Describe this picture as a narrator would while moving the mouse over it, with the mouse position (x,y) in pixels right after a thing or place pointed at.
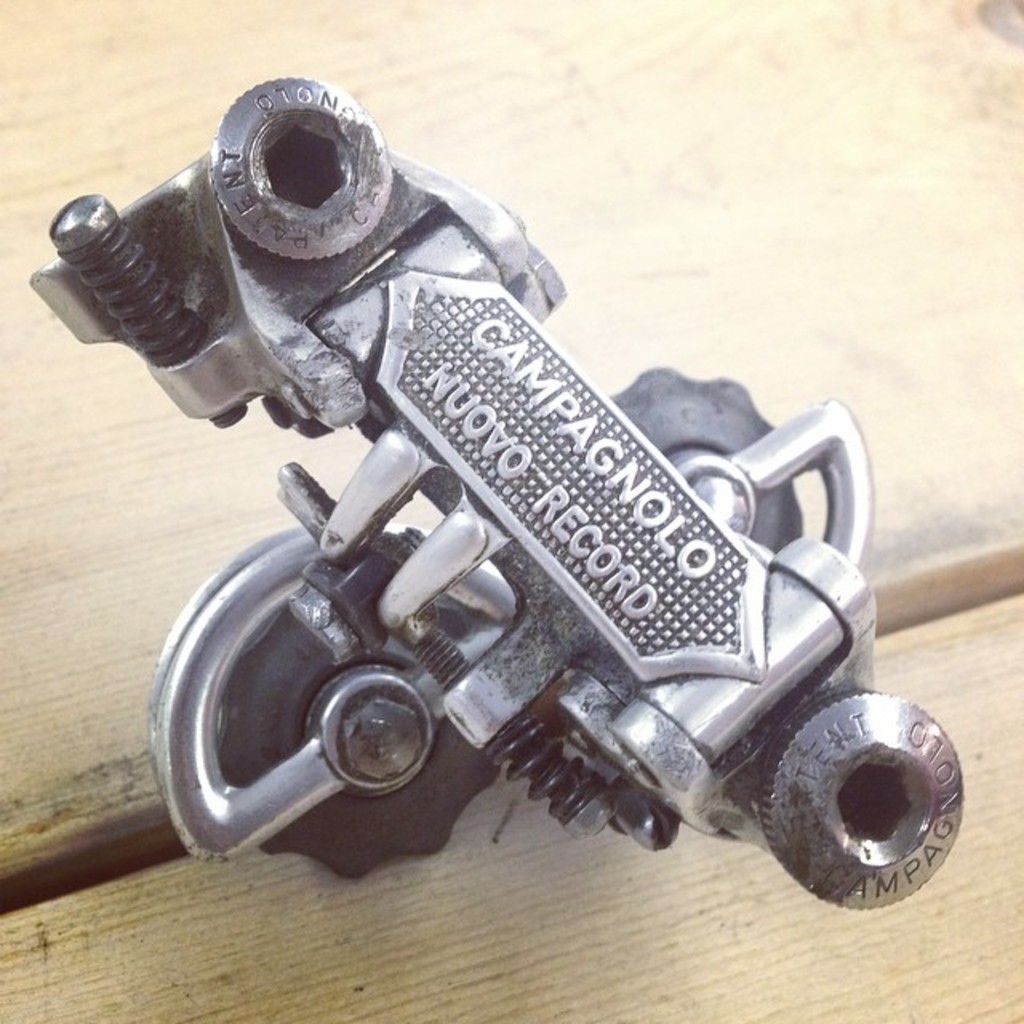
In this image there is a metal object (463,446) with some text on it on the table (313,450).
